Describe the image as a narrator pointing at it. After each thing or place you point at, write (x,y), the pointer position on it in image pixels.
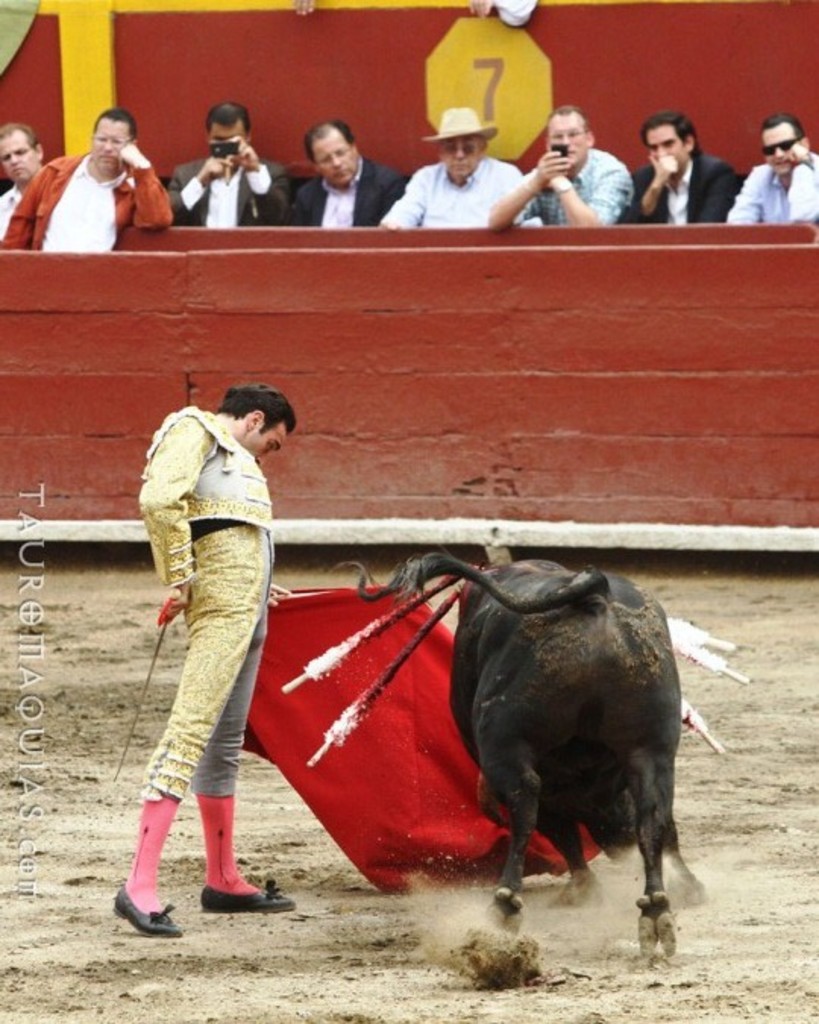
This image consists of a bull (558,708) in black color. Beside that, there is a man (224,674) standing and holding a red cloth (359,687). In the background (388,330), there is a wall (329,312). Beyond which, there are many people (487,204) standing. At the bottom (197,1010), there is a ground (154,1013).
